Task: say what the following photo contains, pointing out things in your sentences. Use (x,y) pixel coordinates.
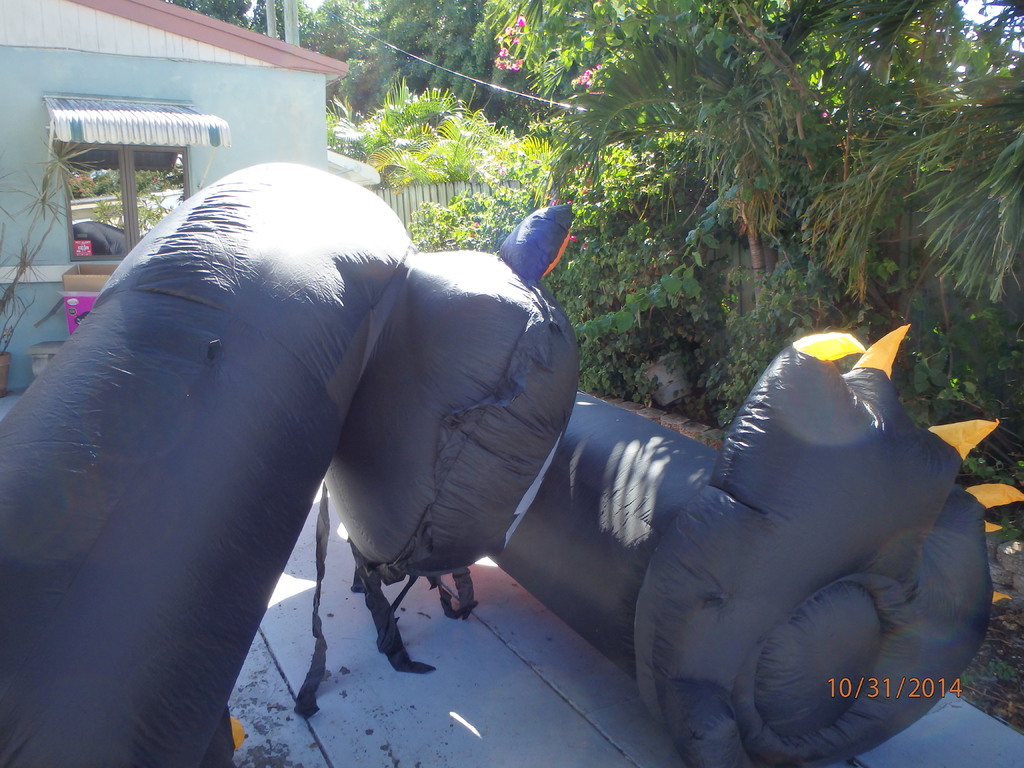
In this image there is an inflatable (766,598) on the ground (605,721), in the background (78,112) there is a house (63,120) trees (359,50) and fencing (405,202), in the bottom right (841,697) there is date (832,686).
